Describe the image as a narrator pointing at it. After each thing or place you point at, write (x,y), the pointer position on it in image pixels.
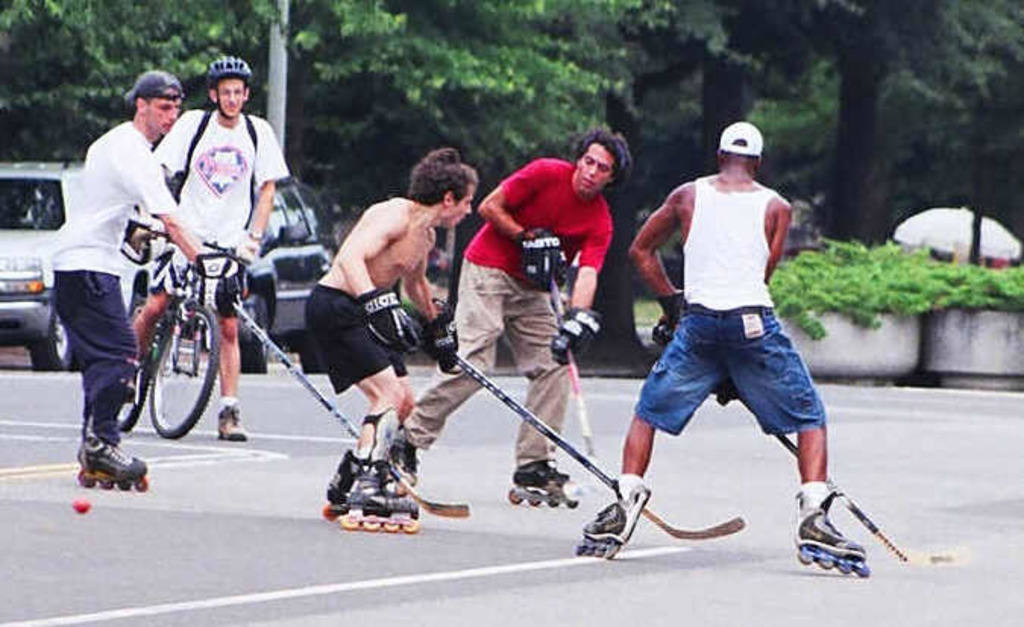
In this picture we can see a group of men (529,173) where some are on bicycle (181,288) and some are on skating shoes (337,497) with stick (483,375) in their hands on road (151,458) and in background (51,188) we can see two vehicles (284,258), trees (503,88), wall (942,333), pole (273,57), umbrella (950,223).
